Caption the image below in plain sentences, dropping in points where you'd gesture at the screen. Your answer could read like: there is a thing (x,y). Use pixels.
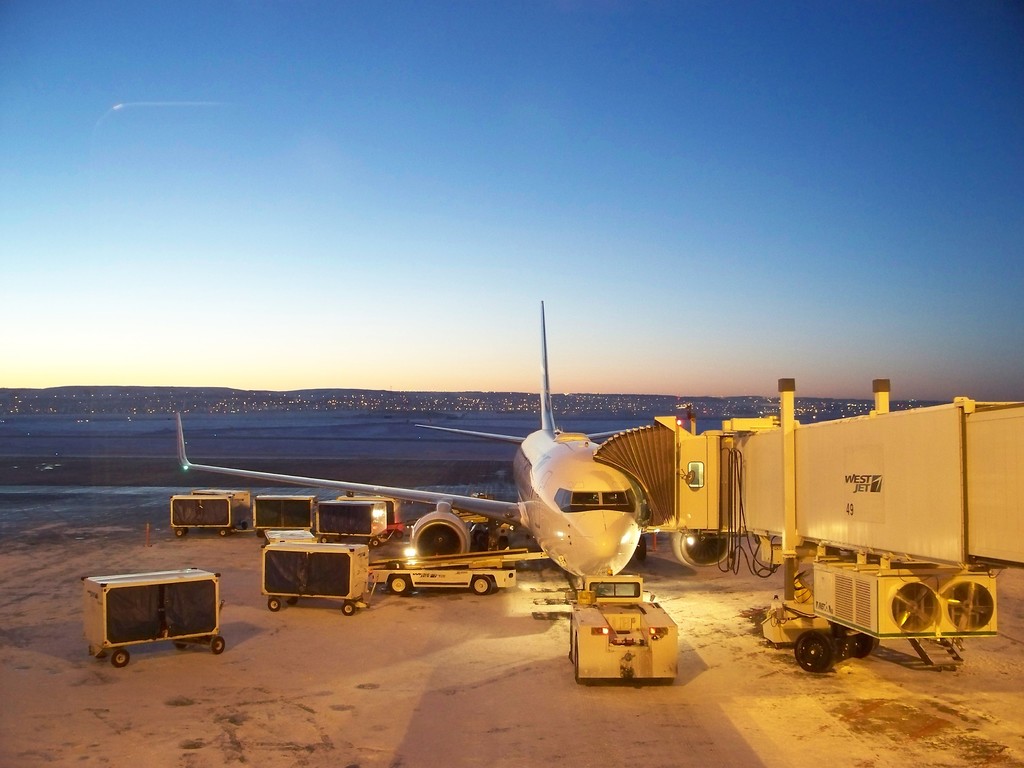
In the center of the image (619,500) we can see an airplane (582,527) placed on the ground (333,602). On the right side of the image (798,481) we can see a passenger boarding bridge (894,488) with some fans (893,610). In the left side of the image (143,615) we can see some trolleys (184,640). In the foreground (636,630) we can see a vehicle (629,615). In the background (456,396), we can see some lights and the sky (384,235).
